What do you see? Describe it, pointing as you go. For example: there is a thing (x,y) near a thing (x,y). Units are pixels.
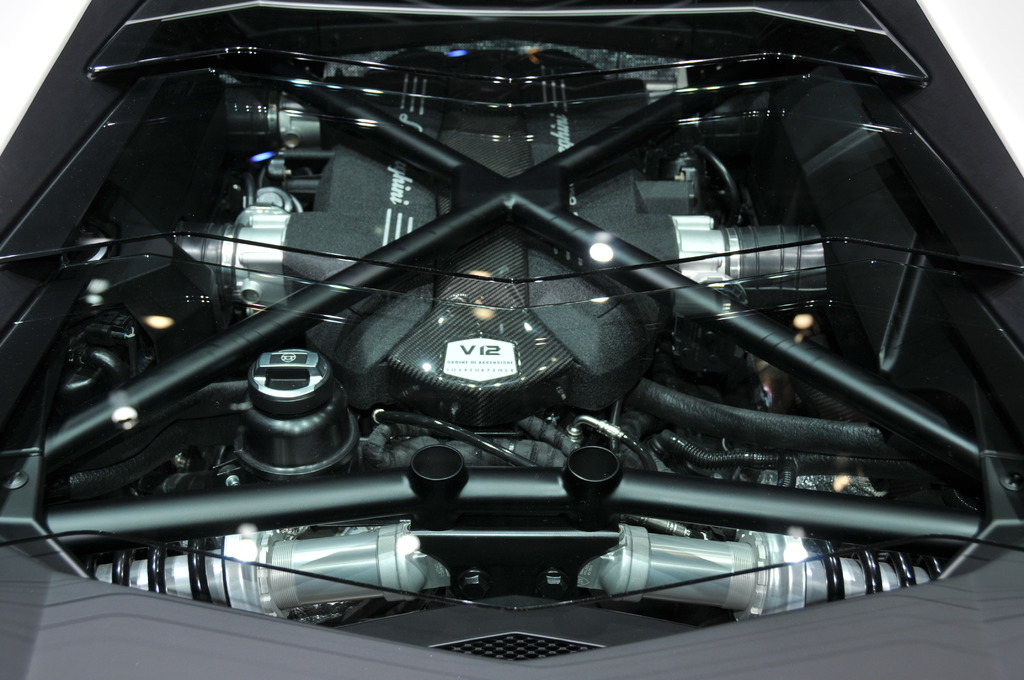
In this image in the center (649,357) it might be a vehicle's engine (658,451), and there is a white background (957,55).
